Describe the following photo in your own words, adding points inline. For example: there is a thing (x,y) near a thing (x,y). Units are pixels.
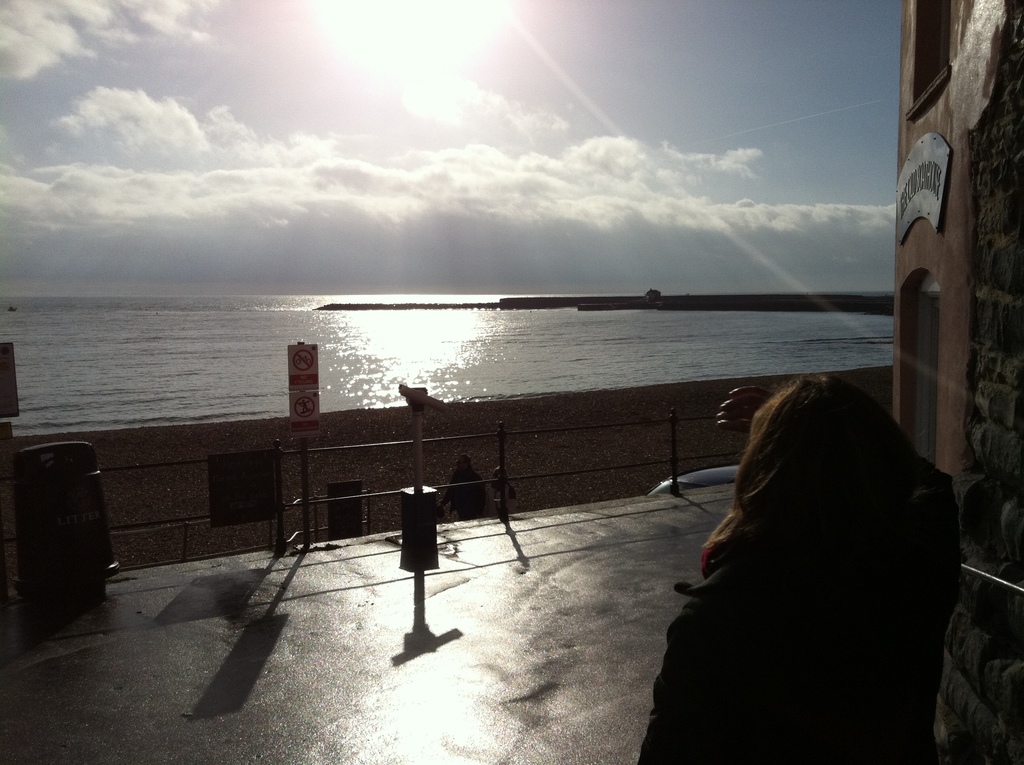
In the image there is a woman (805,635) standing in the foreground (745,536), beside her there is a wall (952,332) and in front of the woman (784,490) there is a beach (242,427).
